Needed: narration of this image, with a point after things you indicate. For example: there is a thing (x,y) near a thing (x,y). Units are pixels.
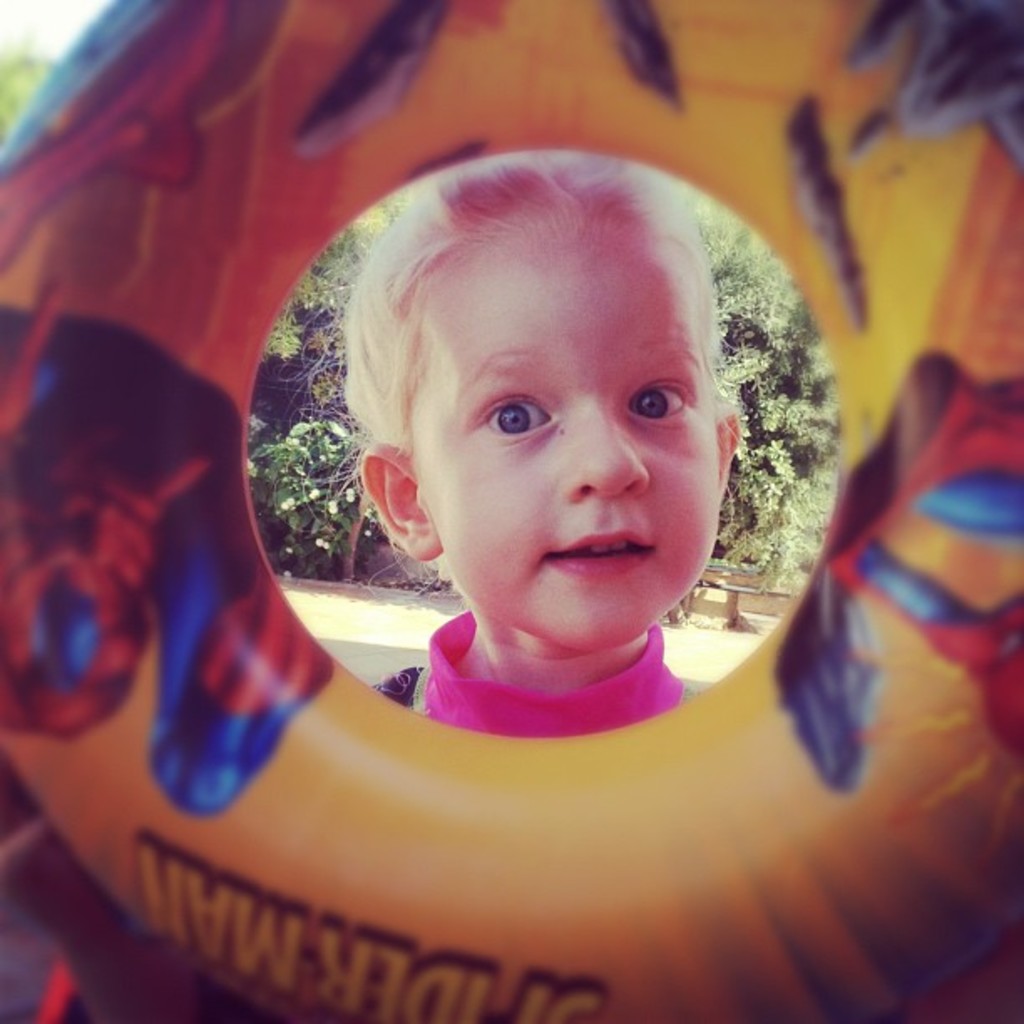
We can see tube (601,21) and person face (469,485). Background (303,500) we can see trees (789,549).
